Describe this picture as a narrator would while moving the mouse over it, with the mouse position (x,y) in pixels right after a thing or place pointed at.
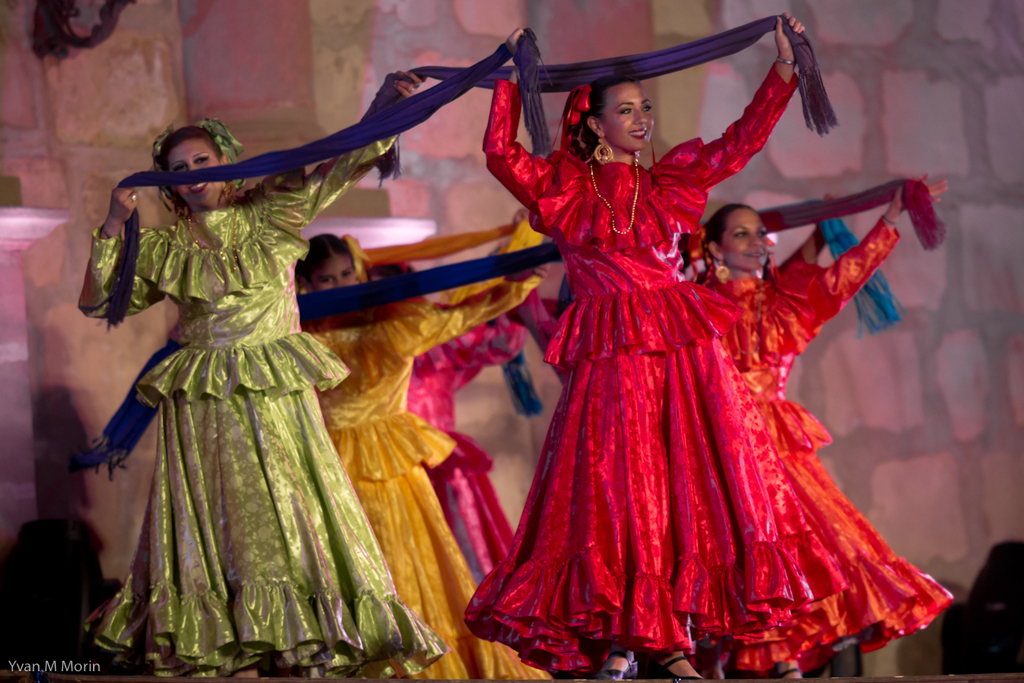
In this image there are some person (387,344) are dancing on the stage (62,673) as we can see in middle of this image (473,433) and there is a wall (225,108) in the background (518,424) and there is a watermark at bottom left corner of this image (49,664).
